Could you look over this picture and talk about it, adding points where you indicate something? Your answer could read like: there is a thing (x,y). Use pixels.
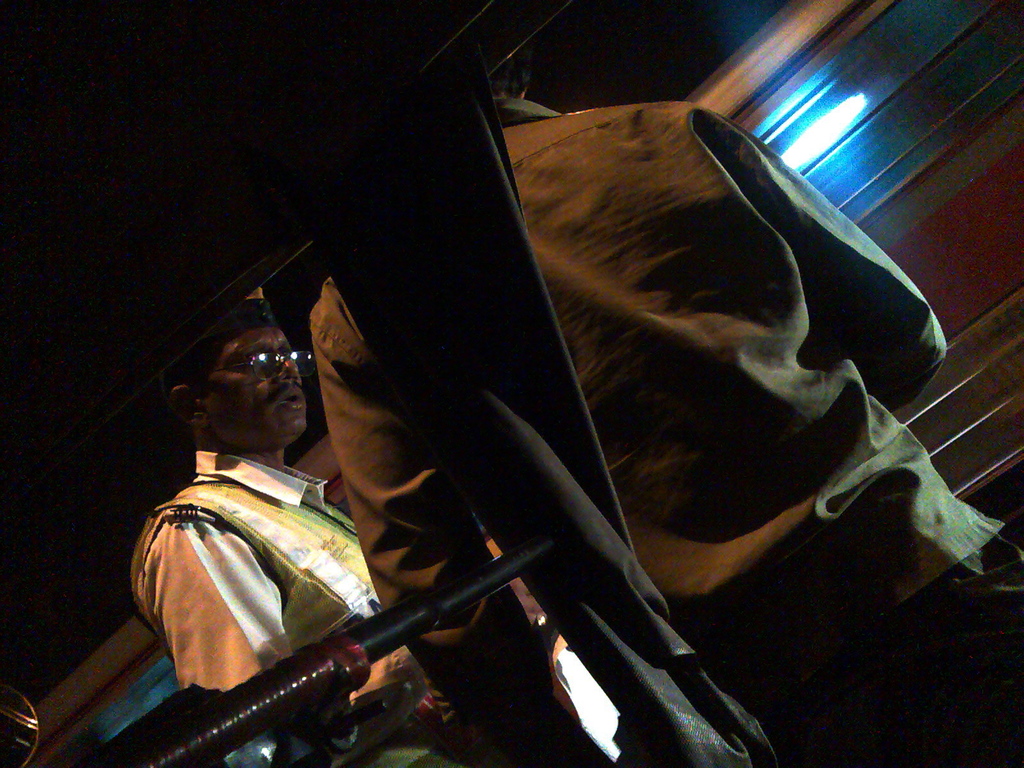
As we can see in the image there are two people (266,500), wall (753,56) and light (835,103). The image is little dark.
